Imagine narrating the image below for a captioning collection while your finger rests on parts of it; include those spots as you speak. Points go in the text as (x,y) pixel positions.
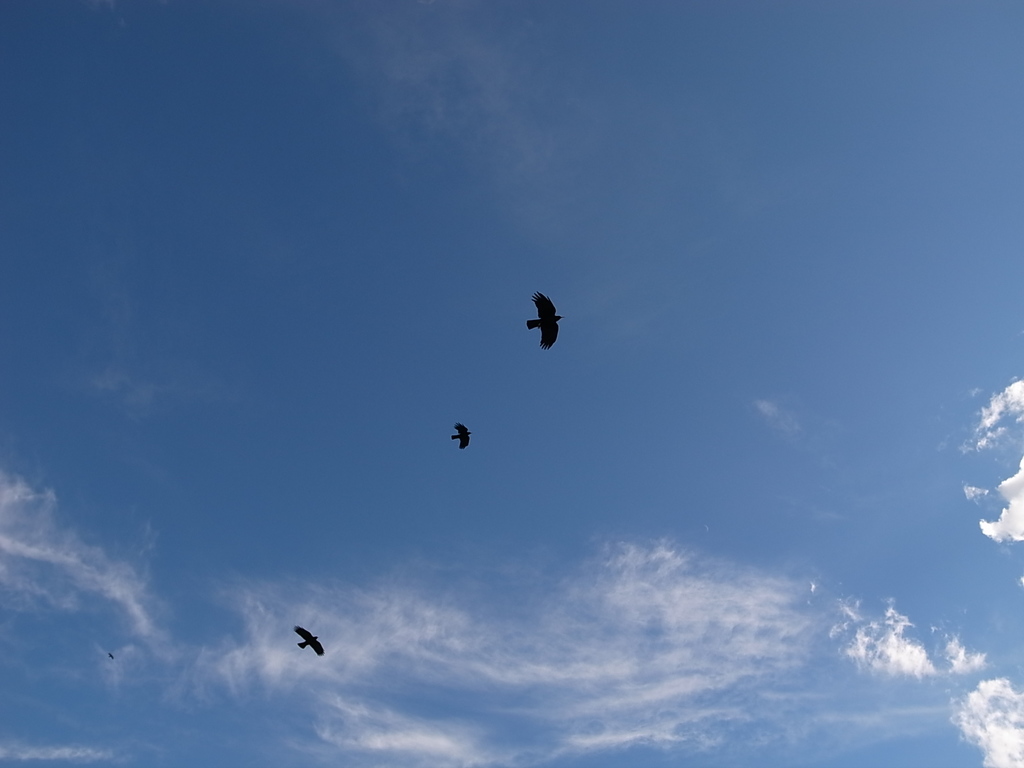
In this picture we can see some birds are flying in the air (377,582).
